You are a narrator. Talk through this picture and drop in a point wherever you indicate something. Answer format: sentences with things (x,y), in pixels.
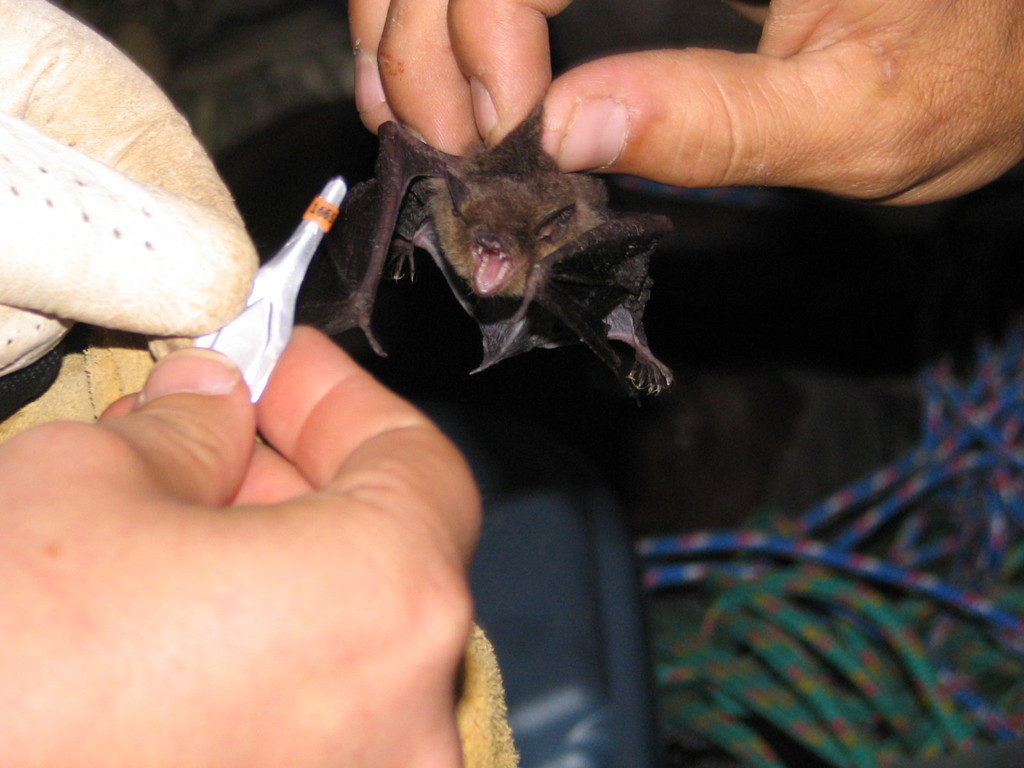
In this picture I can see a person's hand (525,97) who is holding a bat (487,180). On the left (148,142) I can see another person's hand (132,559) who is wearing gloves (59,257) and a hand (207,443) holding a plastic object (244,334). At the bottom (611,635) there is a container (601,685), beside that I can see the ropes (749,621).
